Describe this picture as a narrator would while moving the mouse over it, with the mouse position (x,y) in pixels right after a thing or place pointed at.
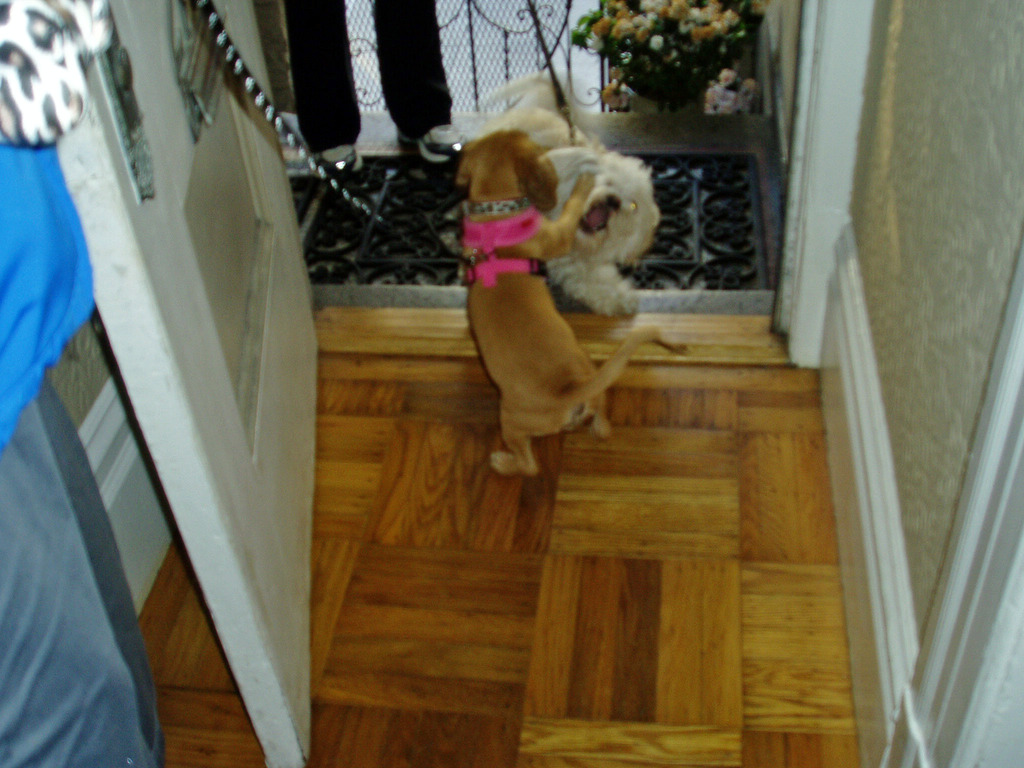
In this image I can see the brown colored floor (594,573), the white colored door (260,460), the wall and two dogs (509,315) which are brown and cream in color. I can see human legs (379,42) and few flowers (713,23).
